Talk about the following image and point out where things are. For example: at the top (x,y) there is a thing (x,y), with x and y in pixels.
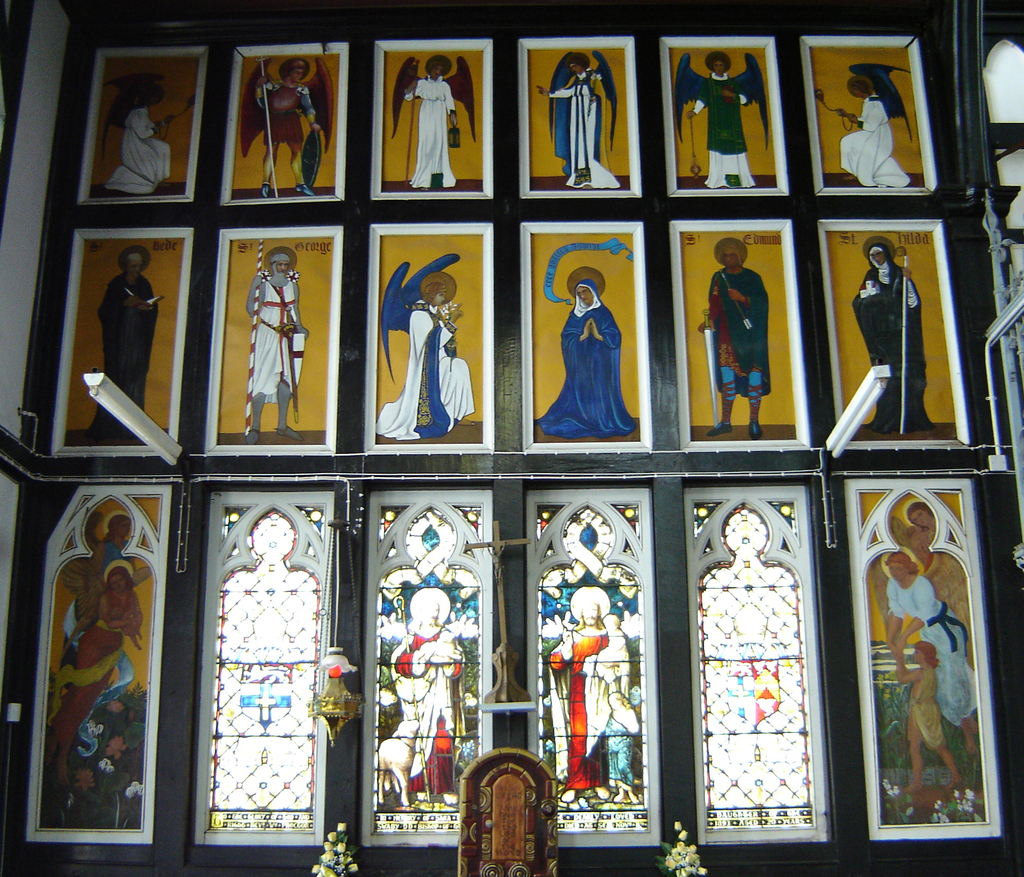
In this image there is a wall (293,467) for that wall (346,394) there are photo frames (694,221) and glass windows (232,608) and lights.
